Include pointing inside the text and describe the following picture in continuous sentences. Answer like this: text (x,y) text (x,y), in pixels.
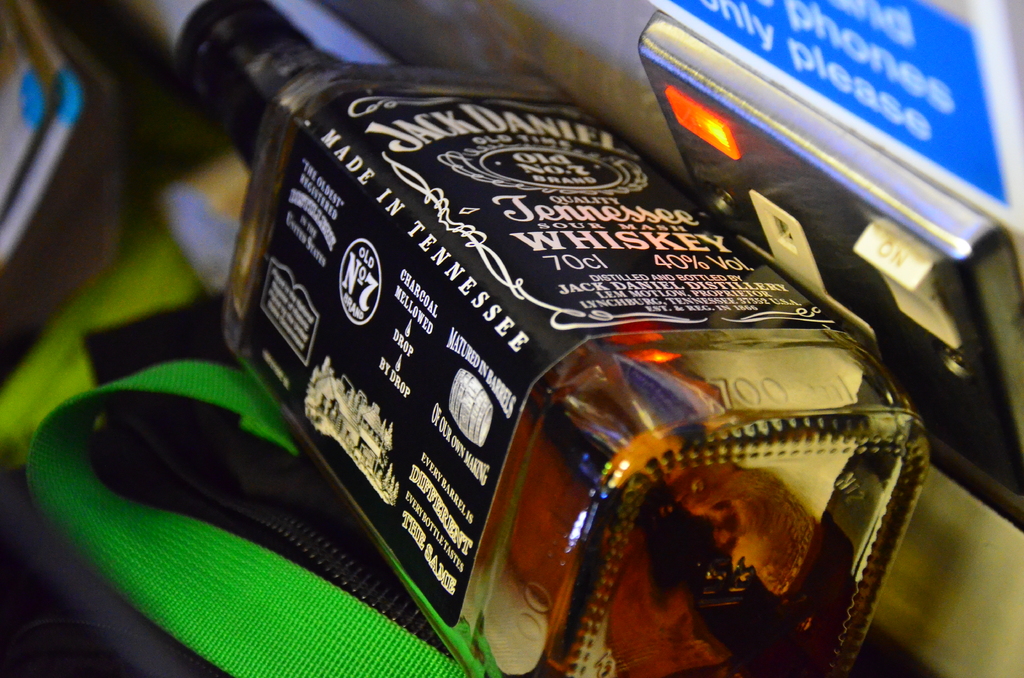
This is a jack daniel whiskey bottle (717,354).
